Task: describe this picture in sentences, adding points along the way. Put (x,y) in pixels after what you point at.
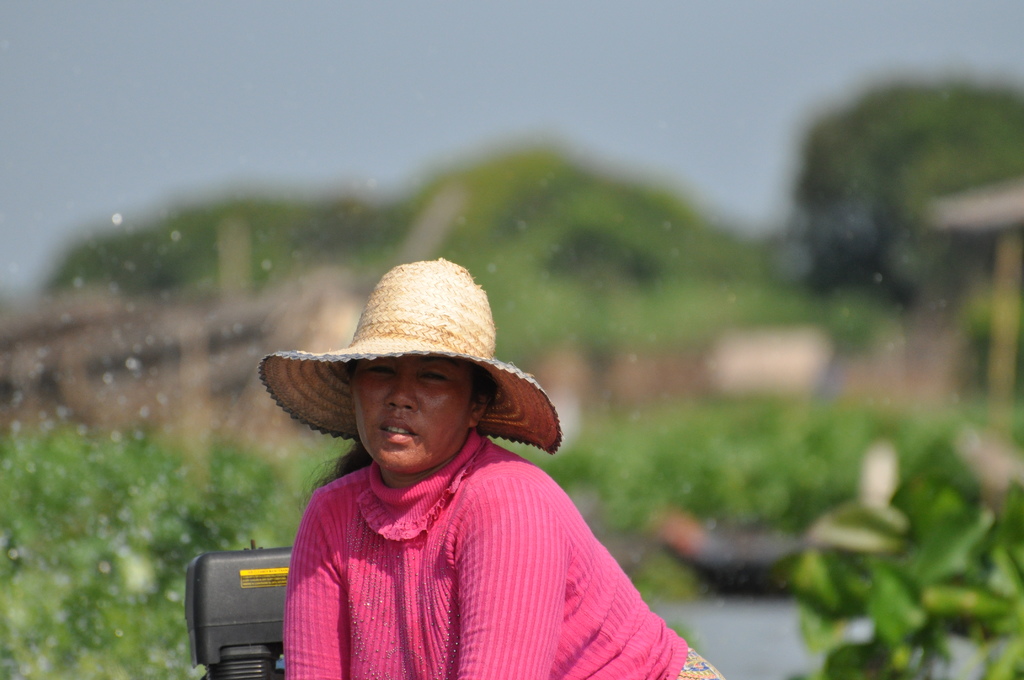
In this image there is a woman (499,524), behind her there is an object (260,600). The background (16,639) is blurry.
